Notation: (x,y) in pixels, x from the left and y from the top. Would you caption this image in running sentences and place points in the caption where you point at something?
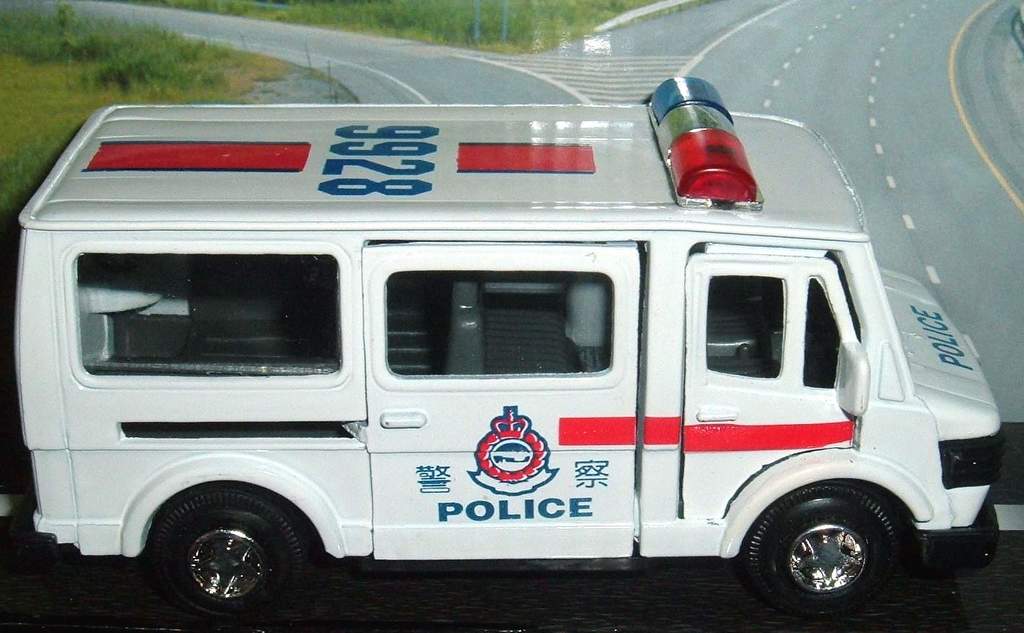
In this image there is a police vehicle (49,489) on the road (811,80). In the background (421,42) there are two roads (439,52) in two different directions. There is grass (489,35) in between them. There are lights (682,157) above the vehicle (682,244).
